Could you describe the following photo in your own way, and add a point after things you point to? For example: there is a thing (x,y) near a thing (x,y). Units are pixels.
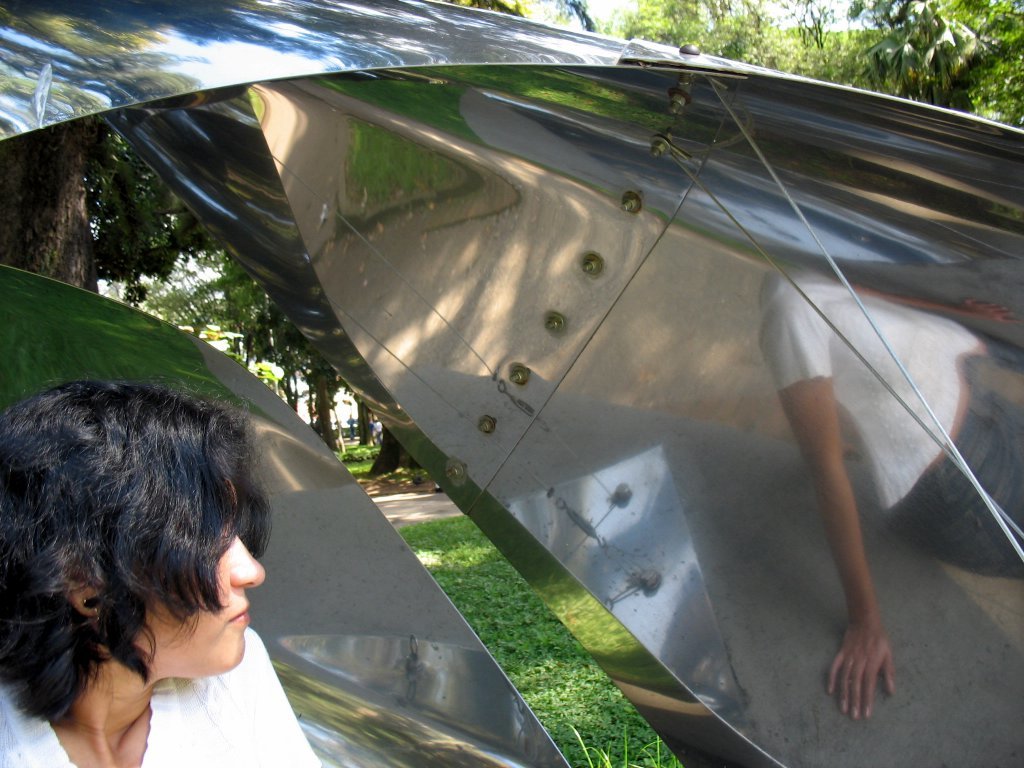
In this picture we can see a person (168,573) and a metal sheet (302,544) in the front (889,430), at the bottom (581,672) there is grass (574,708), we can see trees (731,30) in the background (731,30).
